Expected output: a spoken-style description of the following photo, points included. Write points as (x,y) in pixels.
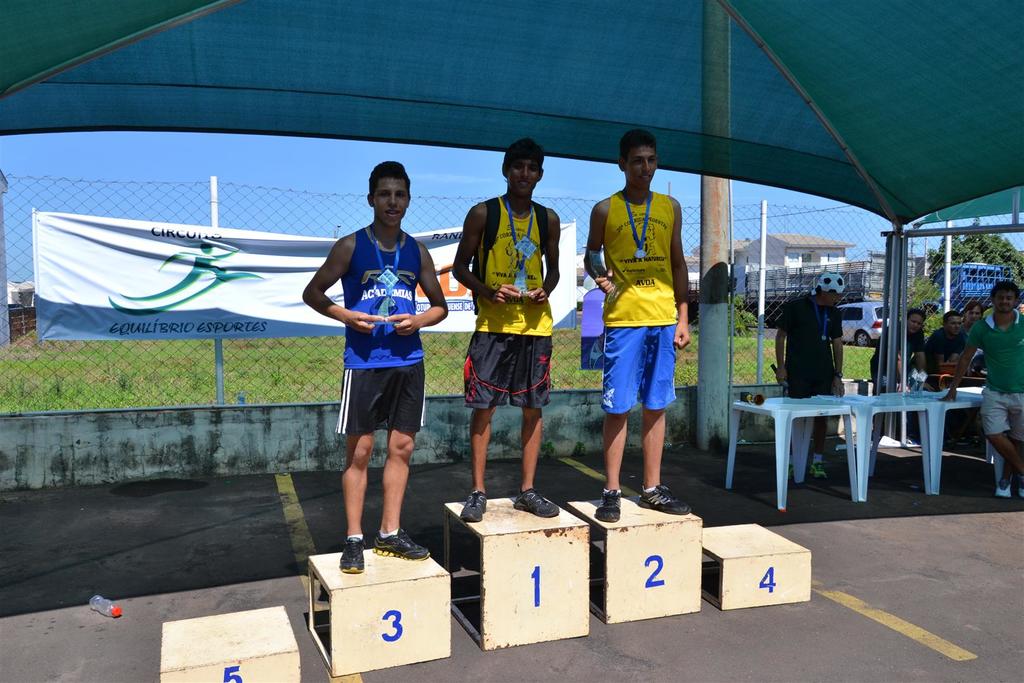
In this image there are three people (538,334) are standing on the metal objects (542,594) having numbers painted on it. They are holding the shields (523,287). Right side (1006,367) there are people (1004,384) standing on the floor (959,513). There is a banner (212,238) attached to the fence (861,276). Right side (777,279) there is a vehicle (861,276) on the road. There are trees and buildings (789,266). Background (255,164) there is sky (270,167). Top of the image (406,50) there is a tent (675,76).
